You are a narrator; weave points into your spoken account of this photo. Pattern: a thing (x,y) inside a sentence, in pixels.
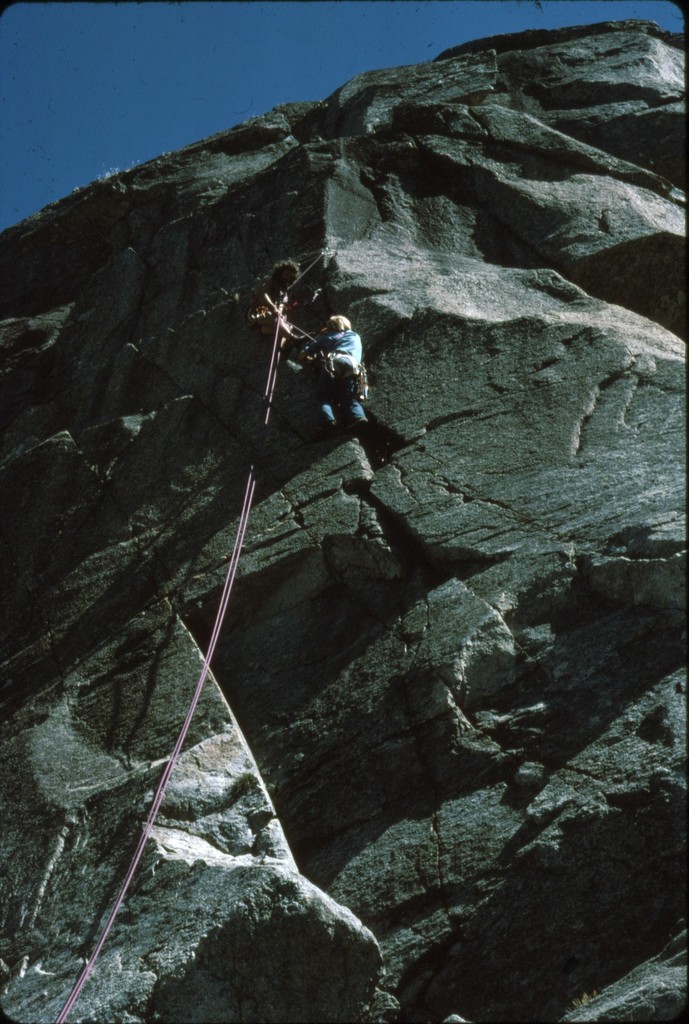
In this image there is a man (336,344) climbing a rock (459,100).
